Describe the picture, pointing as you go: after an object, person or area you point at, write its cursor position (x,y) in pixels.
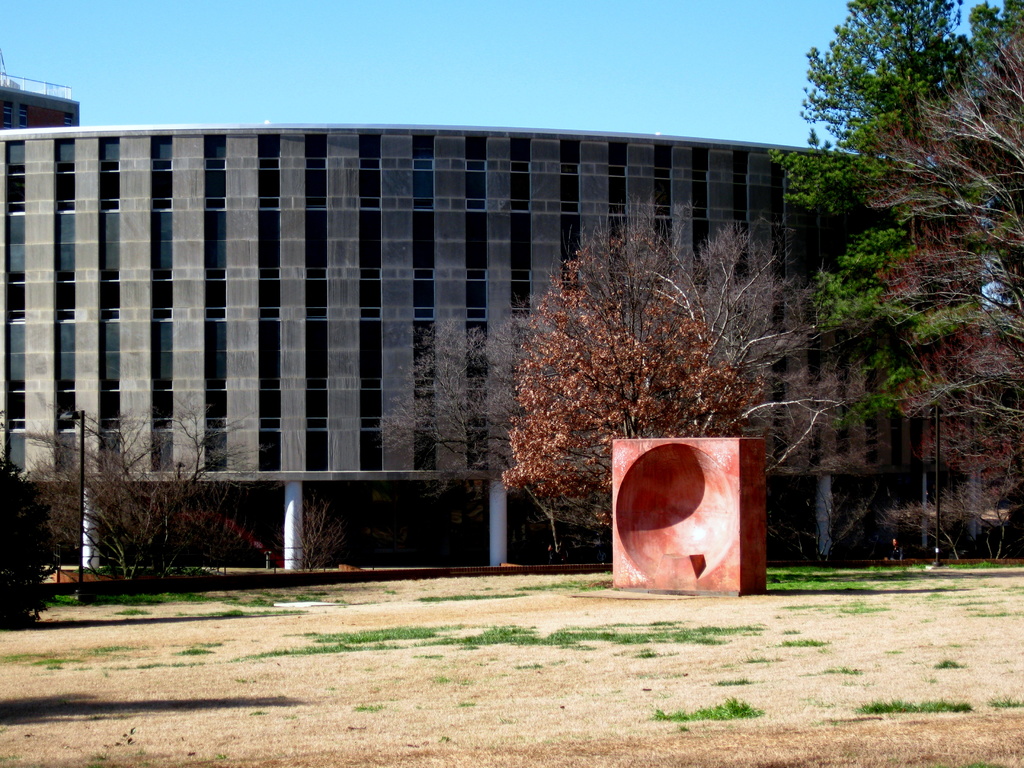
In this image there is a wooden structure (646,497). There are light poles (936,472). There are trees (709,377). In the background of the image (534,284) there are buildings (383,151) and sky (449,42).
